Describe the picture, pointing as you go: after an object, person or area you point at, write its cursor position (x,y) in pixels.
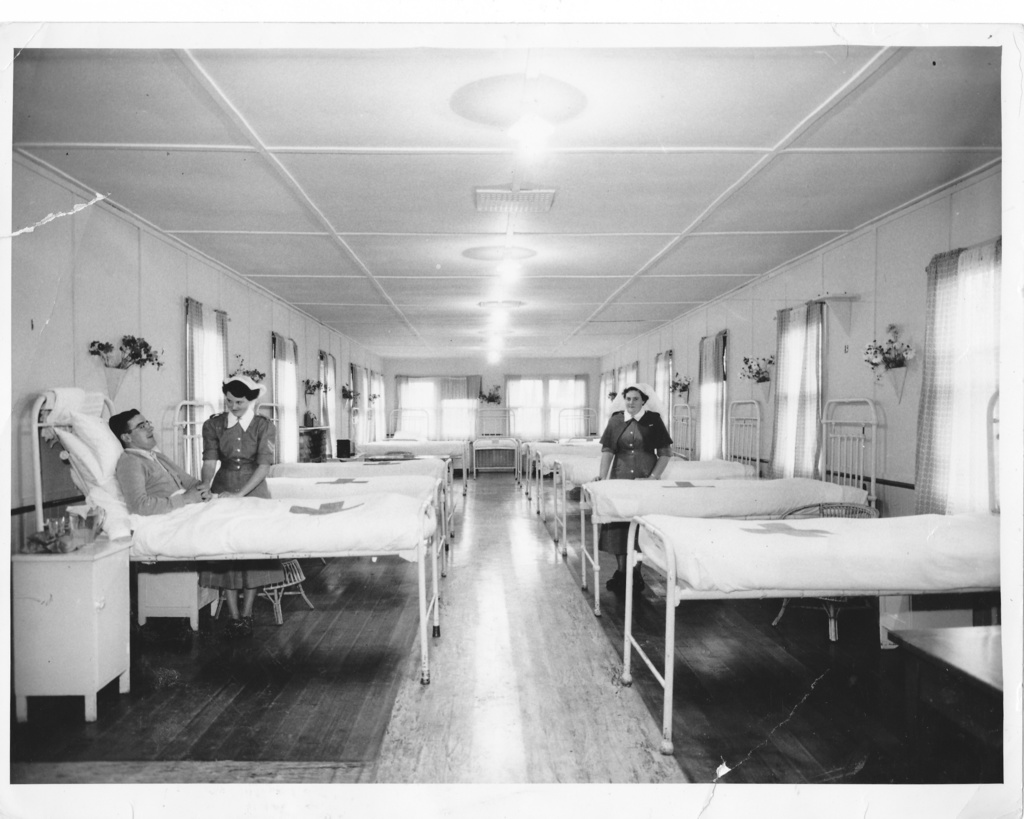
This is a black and white picture. Here we can two women (257,455) standing near to the beds (438,490). We can see few empty beds (593,493) here. we can see one man (182,481) is laying on the bed (256,517). He wore spectacles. Beside to him there is a desk (96,633) and on the desk (88,561) there is a jar (76,540). This is ceiling (175,216) and lights (523,146). Here we can see windows (220,391) with curtains (968,391) and there are few flower vases (127,374) over a wall (256,327).
